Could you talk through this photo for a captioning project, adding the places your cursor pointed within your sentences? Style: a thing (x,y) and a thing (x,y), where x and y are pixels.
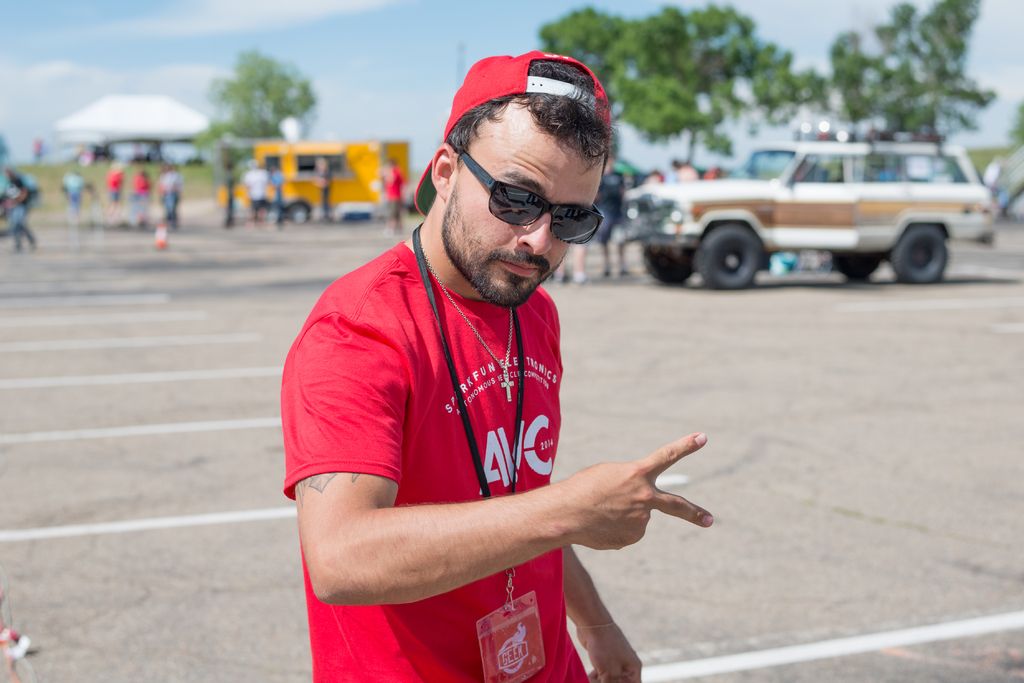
There is a person (319,327) in red color t-shirt (382,346), wearing sunglasses (509,215) and cap (506,60), showing a sign (642,471) with one hand (600,517) and standing on the road (774,651). In the background (869,213), there are vehicles (765,256), there are persons (15,207) standing on the road (253,272), there are trees (685,92), there is a shelter (160,131) and there clouds (203,27) in the blue sky (370,42).
